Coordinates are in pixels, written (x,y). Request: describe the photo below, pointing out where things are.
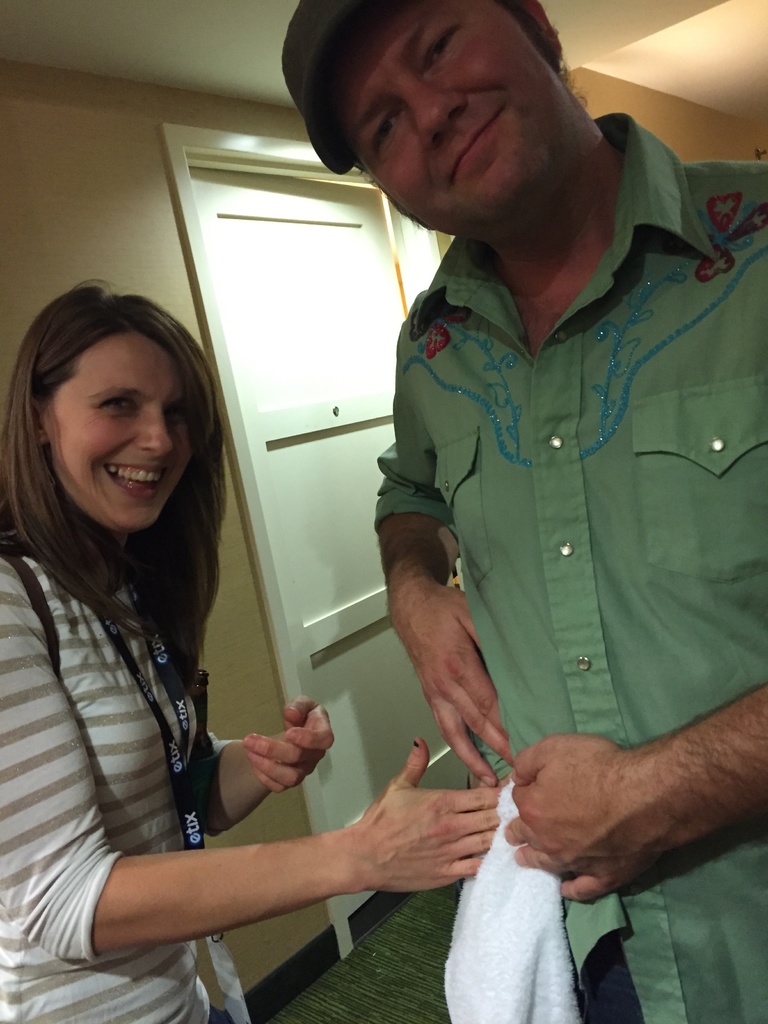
In this picture, we see the man (568,451) and the woman (162,589) are standing. Both of them are smiling. At the bottom (480,900), we see the white towel (503,944). Behind them, we see a wall (104,198) and the white door (346,355). At the top (255,6), we see the roof (724,50) of the building (689,103).
